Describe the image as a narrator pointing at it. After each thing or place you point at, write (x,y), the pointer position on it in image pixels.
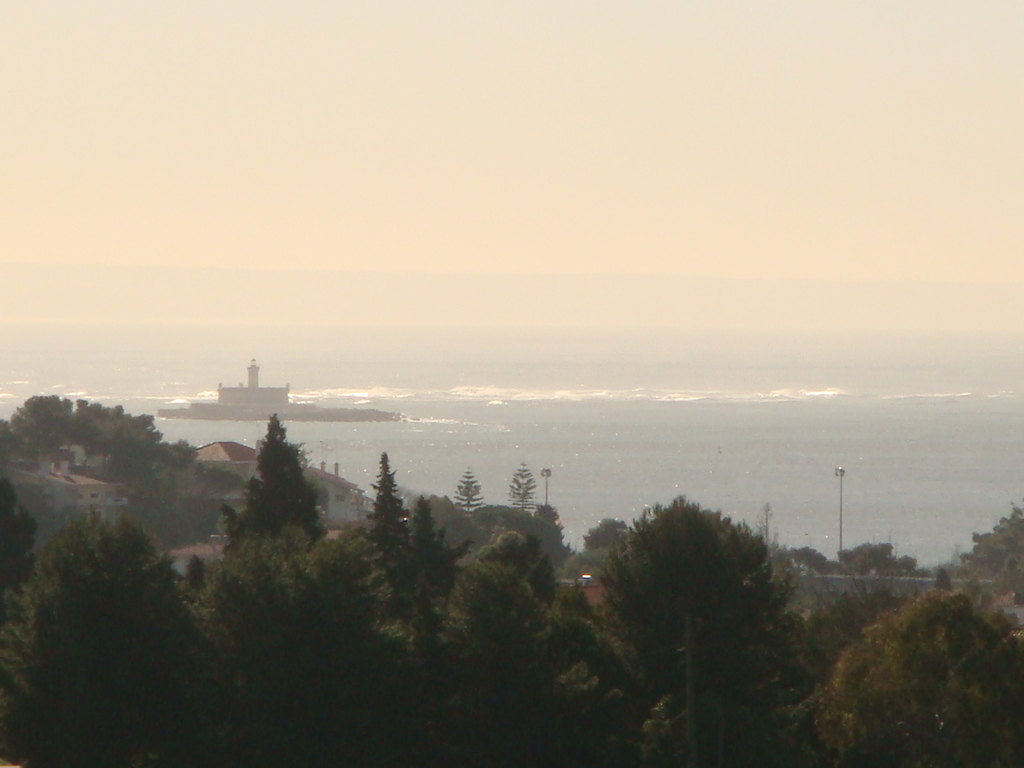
In this image I can see number of trees (368,645) which are green in color, few buildings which are white and brown in color, the road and few poles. In the background (775,454) I can see the water (735,442) and the sky (542,106).
